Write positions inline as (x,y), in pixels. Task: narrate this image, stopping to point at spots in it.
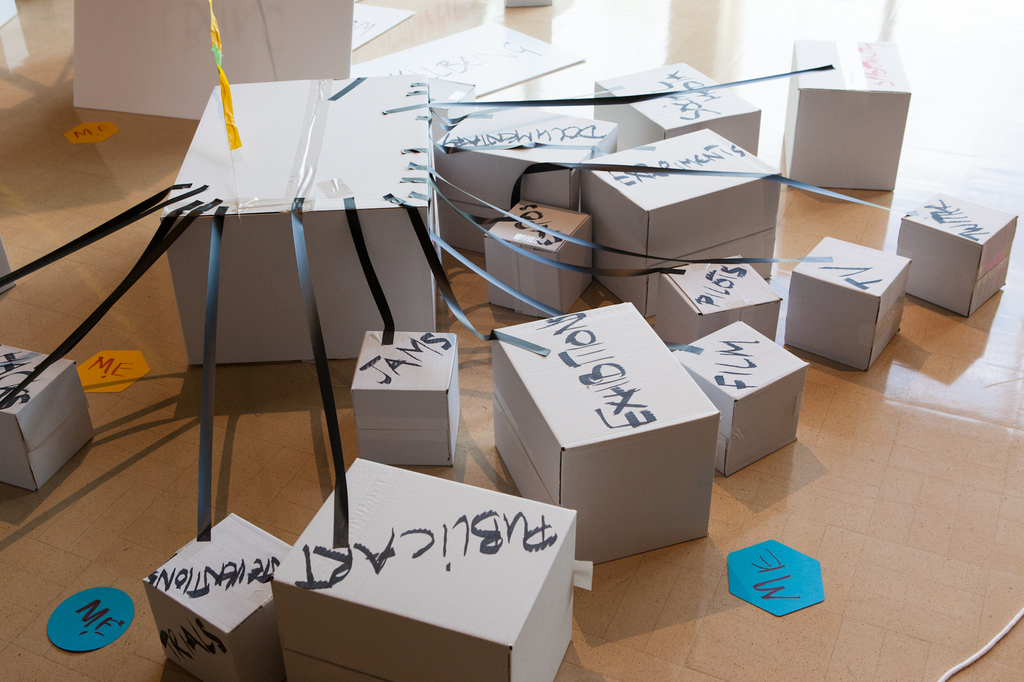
In this image, we can see some white colored boxes (544,397) with text (455,514). Among them, we can see a box (369,184) with some tapes (439,284). We can also see the ground (793,632) with some posters (488,57). We can also see a wire (971,659) on the bottom right (982,650).
